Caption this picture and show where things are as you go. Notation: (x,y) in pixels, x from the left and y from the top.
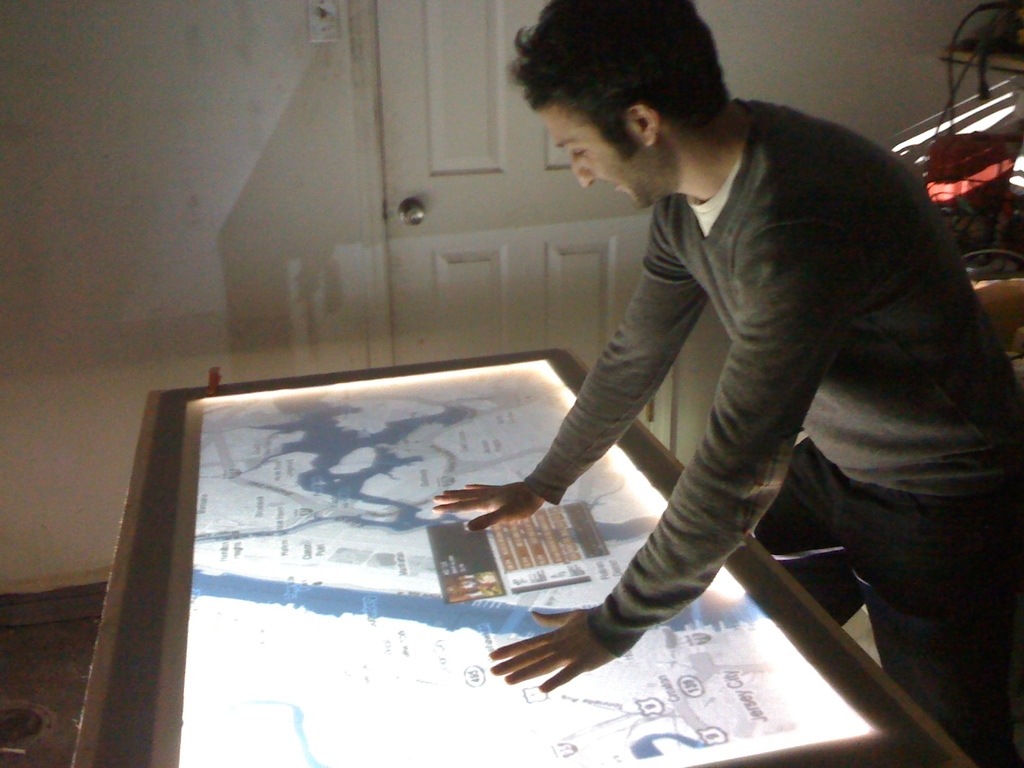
In this picture I can see a person (739,326) standing in front of the screen (441,574), behind there is a door (513,185) to the wall (240,256).
